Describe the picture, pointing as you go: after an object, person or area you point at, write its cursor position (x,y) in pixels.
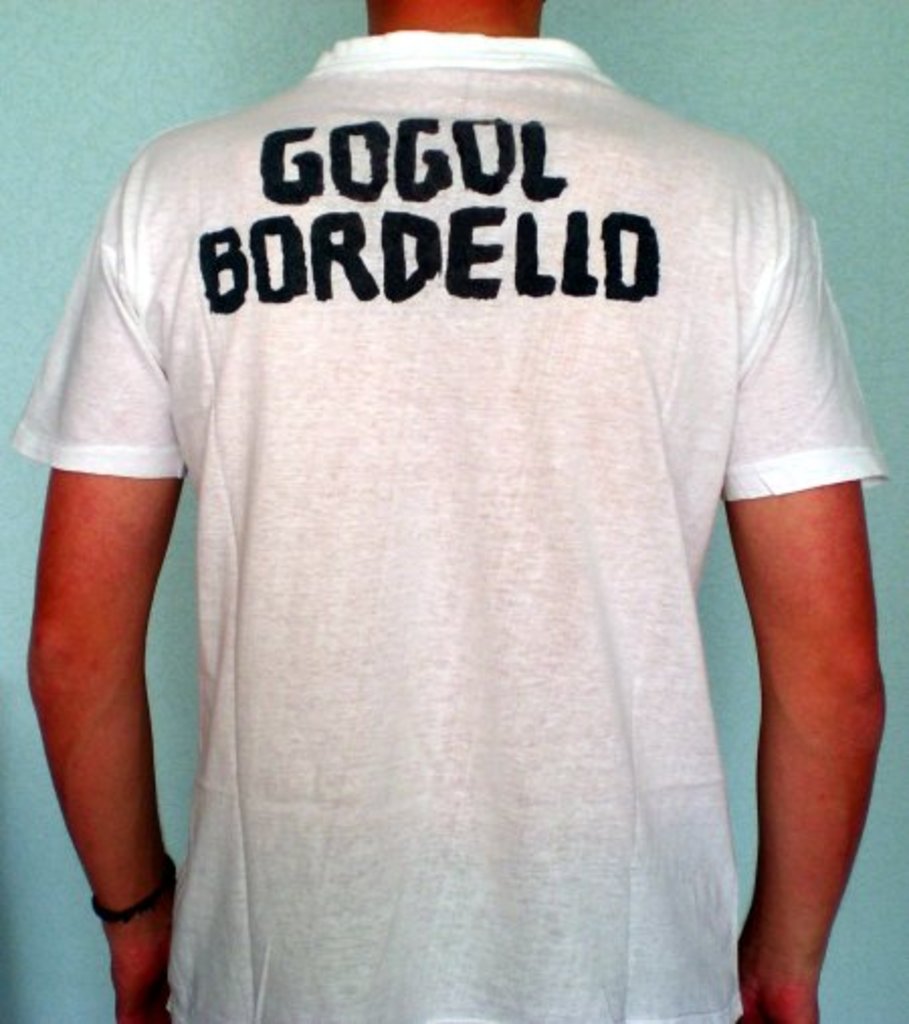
In this image we can see one man (376,292) standing near to the wall (782,143) and wearing white T-shirt (377,206) with some text (324,275).
